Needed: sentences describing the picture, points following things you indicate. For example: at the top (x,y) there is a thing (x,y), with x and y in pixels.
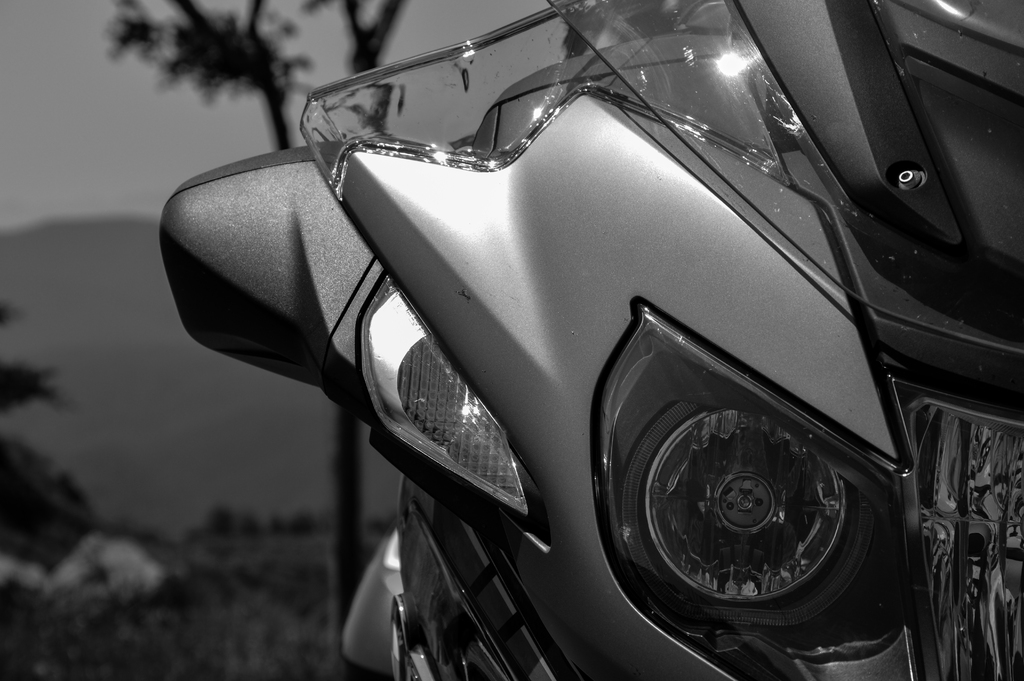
This is a black and white image. In the center of the image (476,242) we can see bike (434,324). In the background (257,44) we can see tree (253,30), hill (86,322) and sky (83,160).
